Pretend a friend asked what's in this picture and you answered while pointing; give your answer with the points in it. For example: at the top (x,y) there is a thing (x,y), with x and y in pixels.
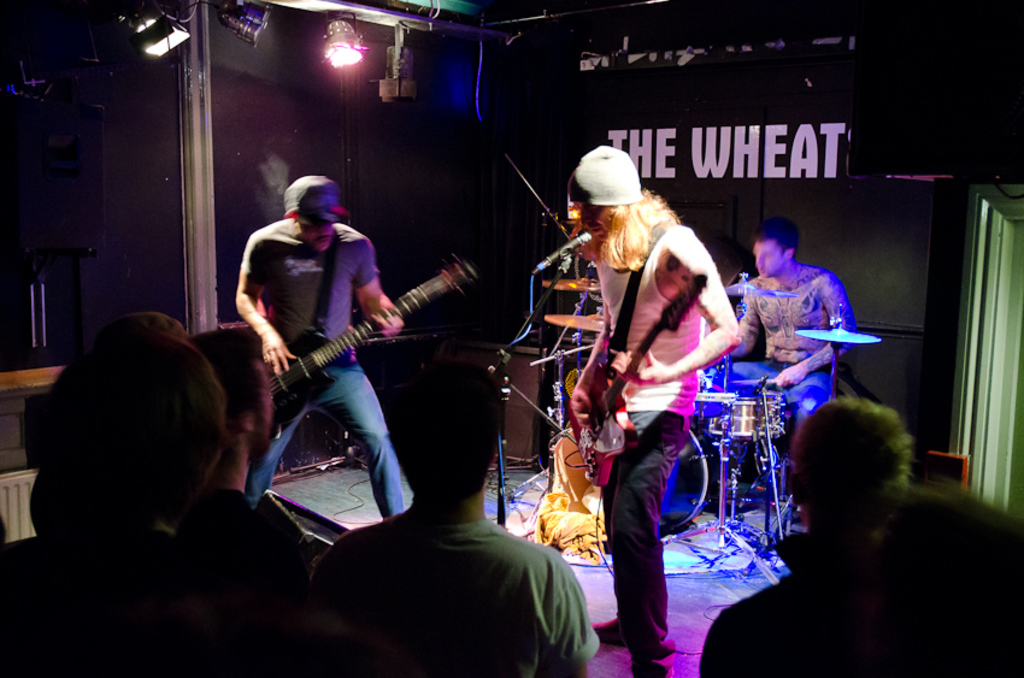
This image is clicked in a musical concert. There are three persons (297,277) on the stage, two of them are playing guitar (293,347), one of them is singing. Behind them there is a person (742,377) who is playing drums (832,340). The lights (338,31) on the top (382,88). There are persons (249,552) in the bottom (94,468) who are watching them. "The wheat" is written on the banner (845,108).
